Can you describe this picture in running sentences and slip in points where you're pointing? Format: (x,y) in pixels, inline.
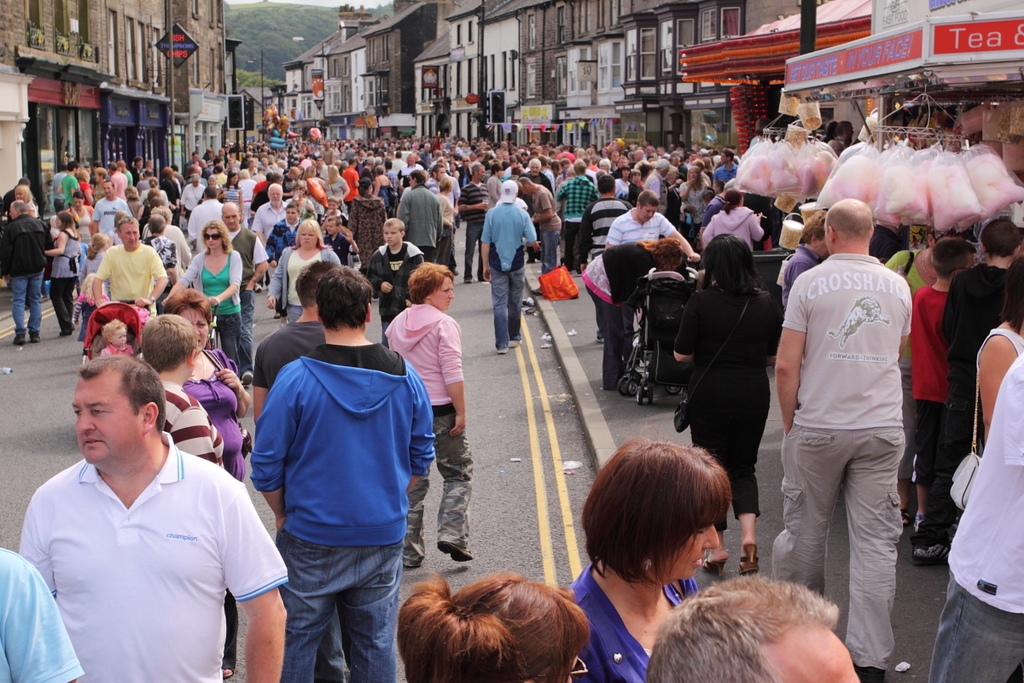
This picture describes about group of people (550,614), few are standing and few are walking, in the background (204,26) we can see few buildings (223,25), sign boards (177,36) and poles (172,64), and also we can see few baby carts (88,326).
